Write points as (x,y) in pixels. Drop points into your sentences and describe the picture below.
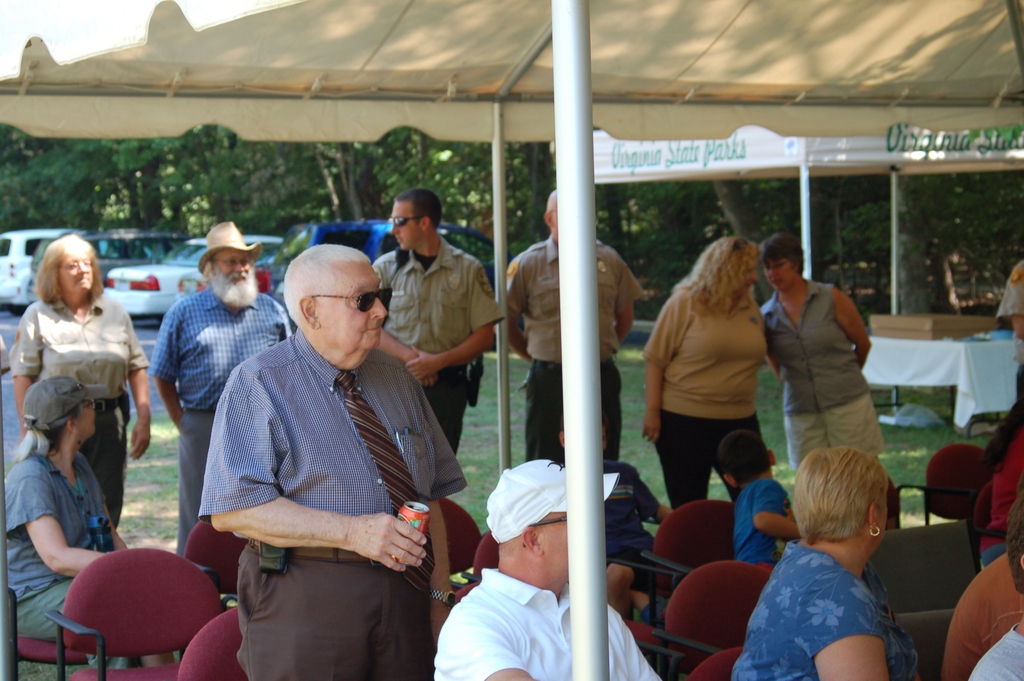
In this picture we can see some persons (606,448), chairs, tents (506,40), cars (109,256), trees (665,291), tablecloth (972,362) and some objects (951,337), ground (943,392) are there.
